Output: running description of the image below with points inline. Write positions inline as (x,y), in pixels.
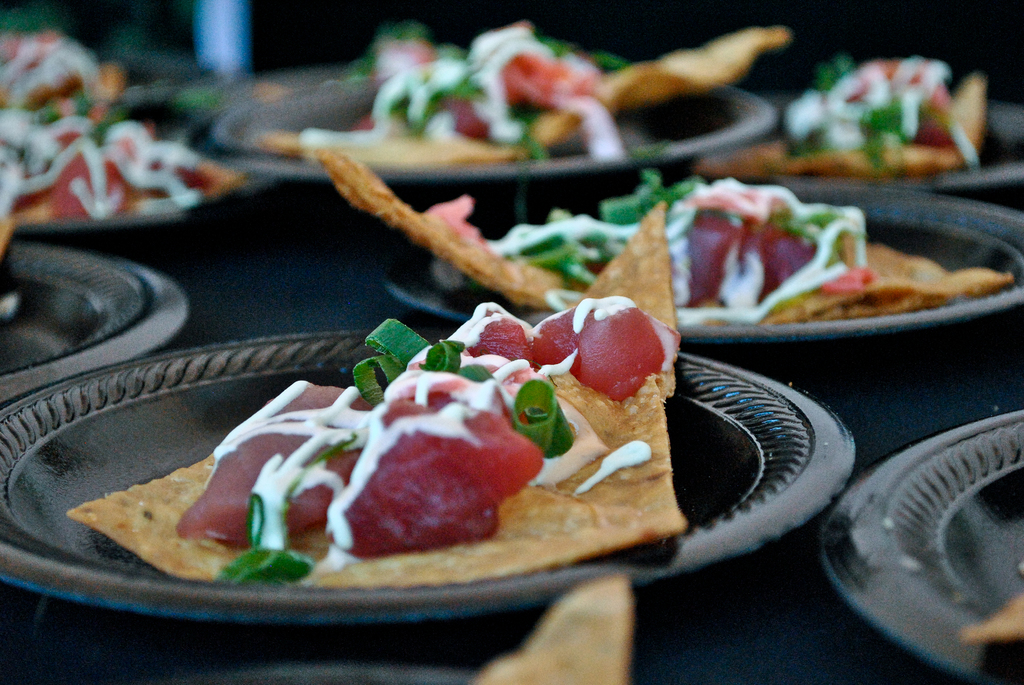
In this picture I can see food (592,267) in the plates (684,144). looks like nachos (597,392).
